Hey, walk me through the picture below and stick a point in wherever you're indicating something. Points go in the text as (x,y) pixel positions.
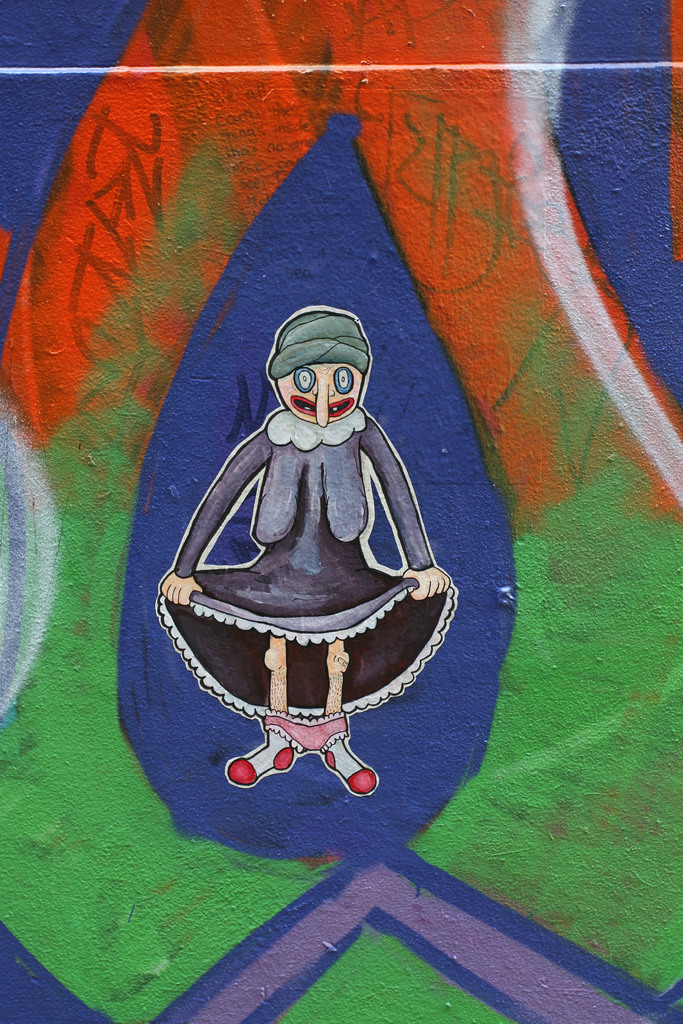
In this image we can see a painting (318,428).
